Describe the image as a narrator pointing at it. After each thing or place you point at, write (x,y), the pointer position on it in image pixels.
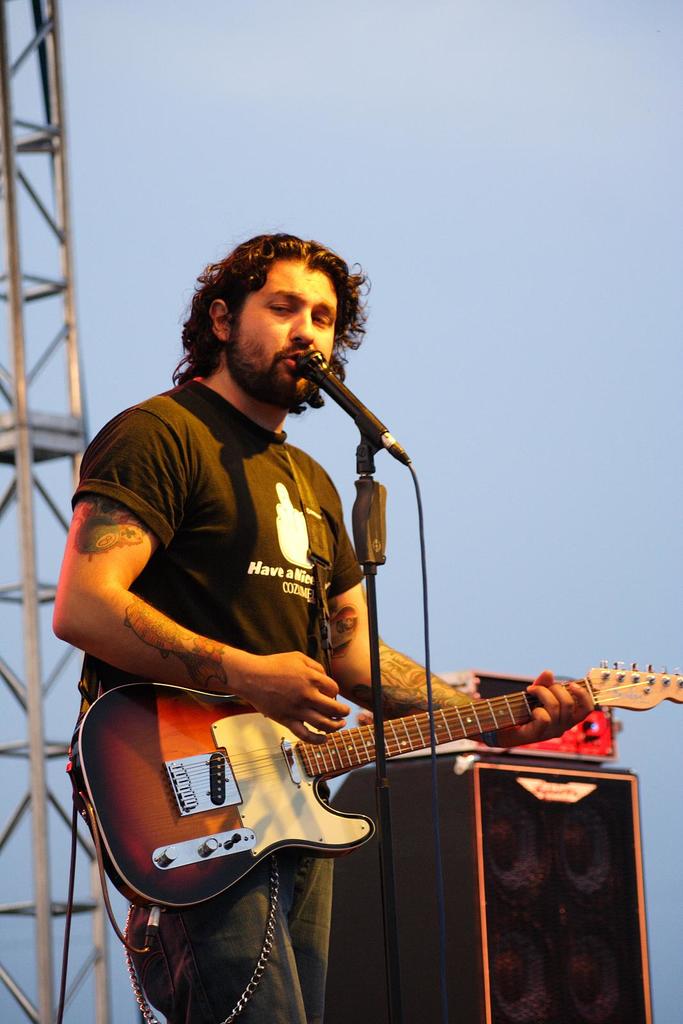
In this image, in the foreground (200,875) i can see a person (320,336) playing guitar (371,733) and i can see there is a mike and background (576,174) is sky (558,174).
